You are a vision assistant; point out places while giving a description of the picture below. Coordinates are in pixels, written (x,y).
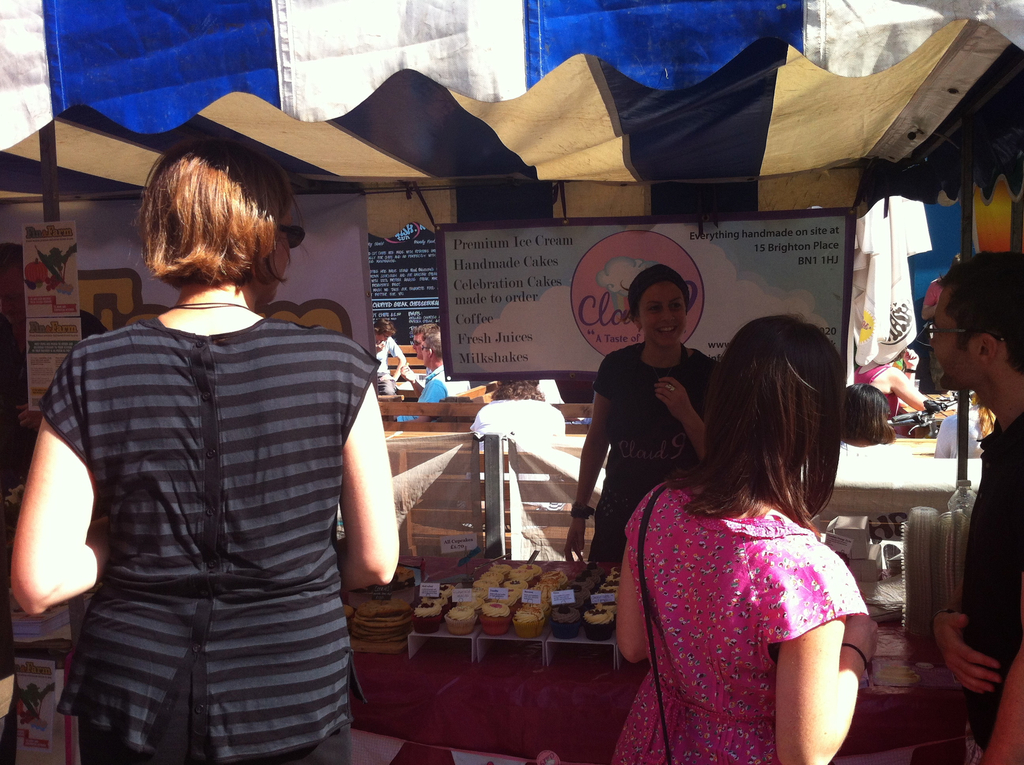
In this image I can see in the middle (511,333) it looks like a store (671,359), at the bottom (506,604) there are food items (526,605). On the left side (174,260) a girl (113,350) is standing and looking at her, at the top (697,106) it is the tent (689,107).
